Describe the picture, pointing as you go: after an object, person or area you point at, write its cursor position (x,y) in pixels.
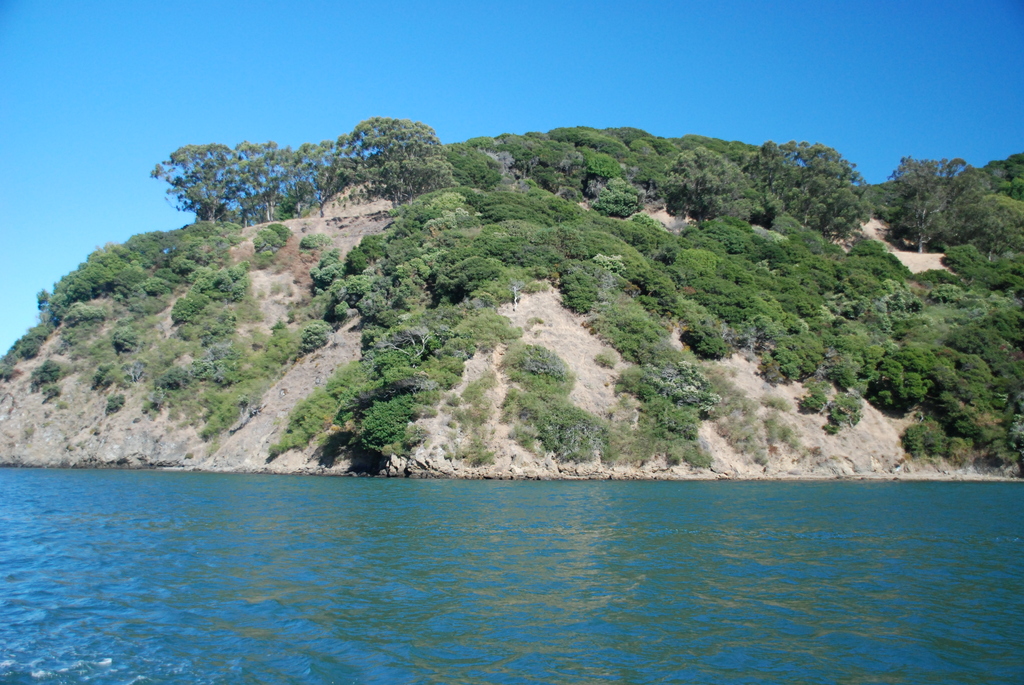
At the bottom of the image (198,552) there is a river (688,563). In the middle of the image (454,357) there are mountainous (368,282). On the mountain (383,345) there are trees (424,349) and plants (539,262). In the background of the image (178,124) there is a sky (848,52).
